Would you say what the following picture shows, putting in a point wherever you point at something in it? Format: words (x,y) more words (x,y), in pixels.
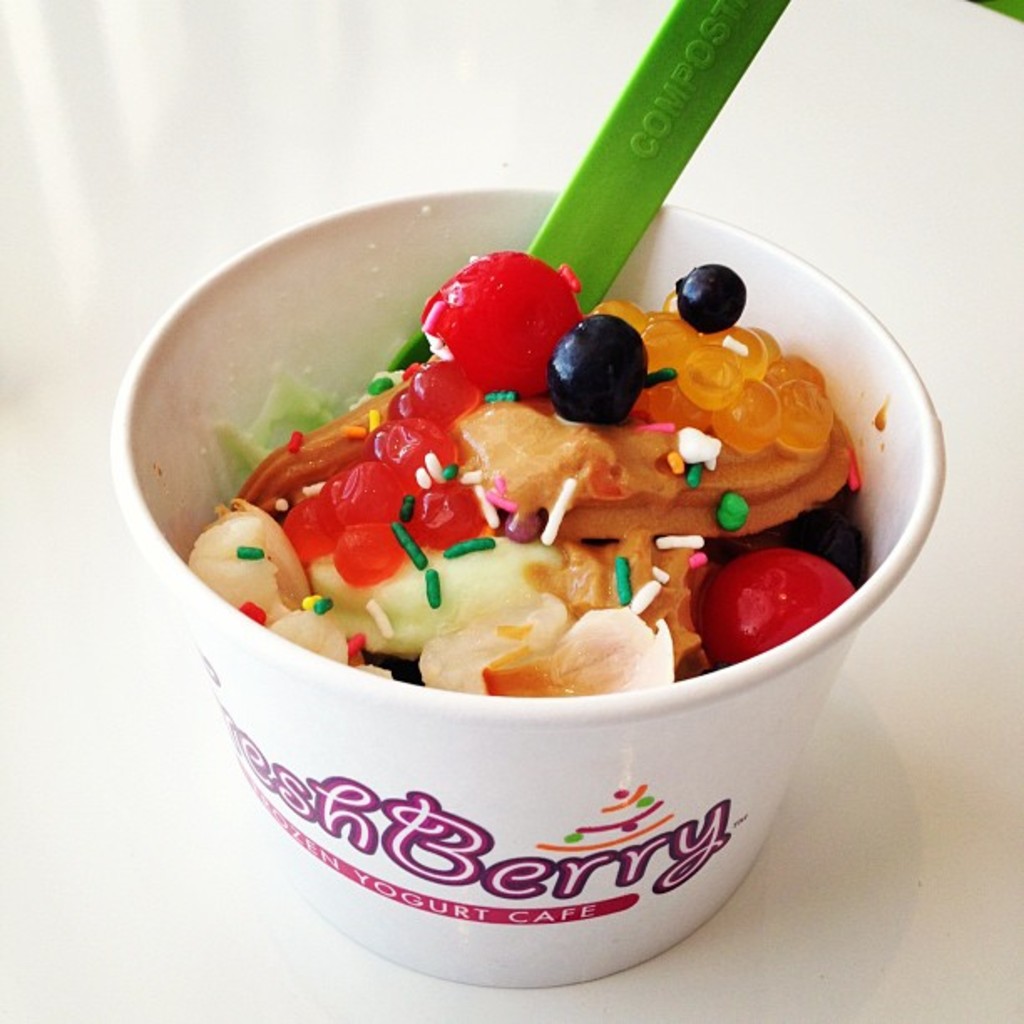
There is a cup (527,874) on a white surface (867,815). On the cup (430,818) something is written. Inside the cup (568,863) there is a food item (537,461). Also there is a green spoon (588,166).
